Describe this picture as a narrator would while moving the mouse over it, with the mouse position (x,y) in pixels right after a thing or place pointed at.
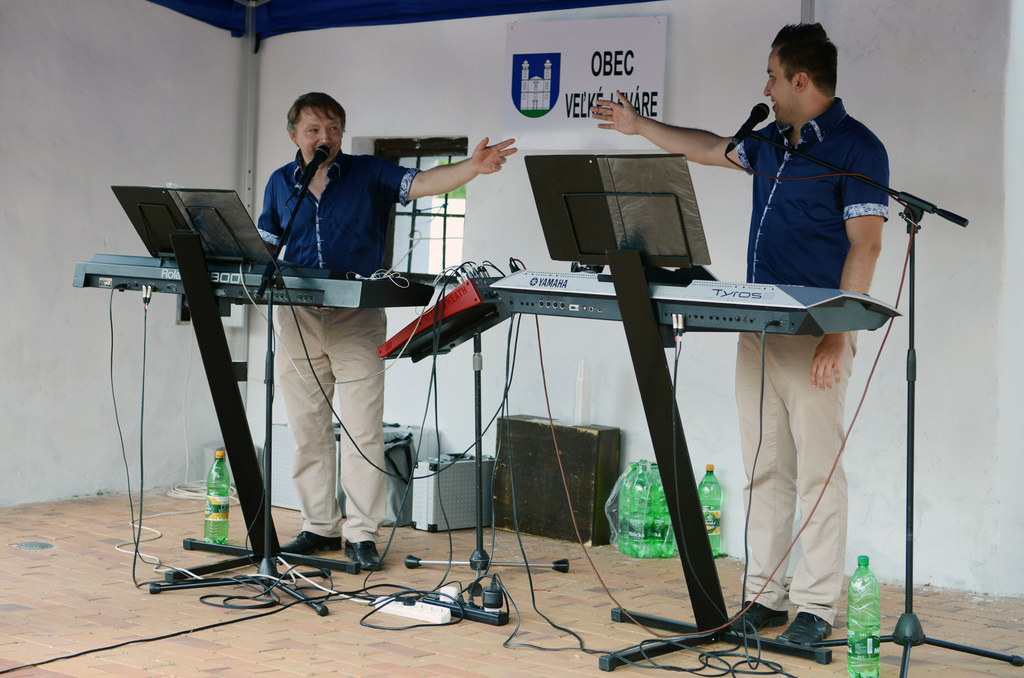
In this image we can see there are two persons (758,380) standing on the floor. In front of them there is a mic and some musical instrument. On the floor (104,502) there are bottles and other objects (523,475). In the background (556,88) there a wall (398,39) and a banner (546,44) hanging on the wall (472,194) and there is a window (441,203).
